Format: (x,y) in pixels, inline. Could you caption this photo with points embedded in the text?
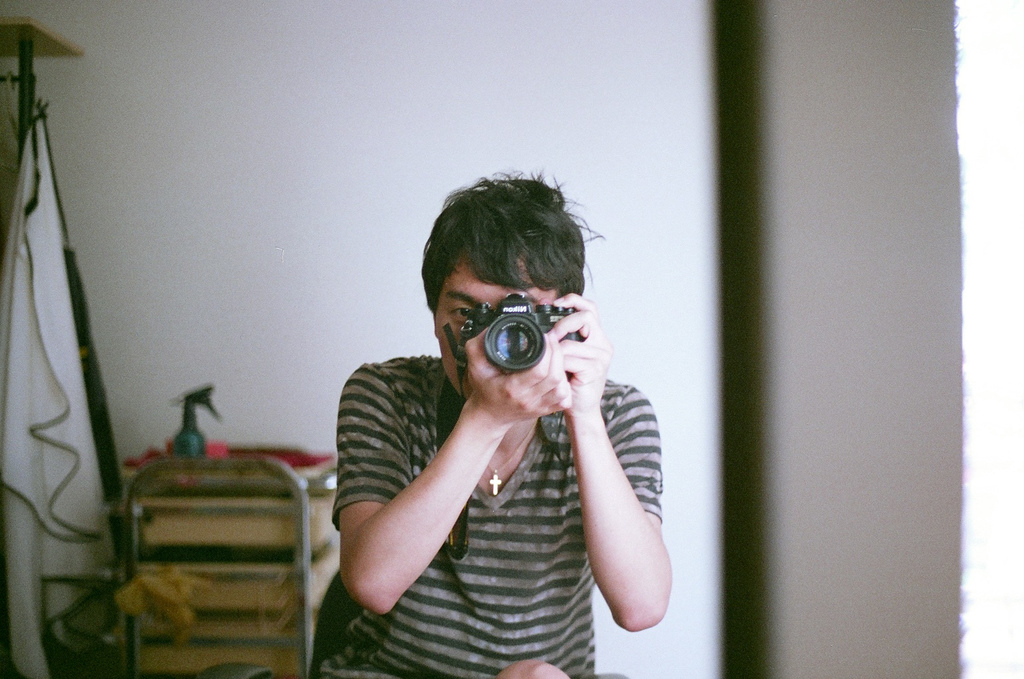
In this image we can see a man (416,386) holding a camera (528,346) in his hands (560,348) and clicking the pictures. In the background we can see some things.
